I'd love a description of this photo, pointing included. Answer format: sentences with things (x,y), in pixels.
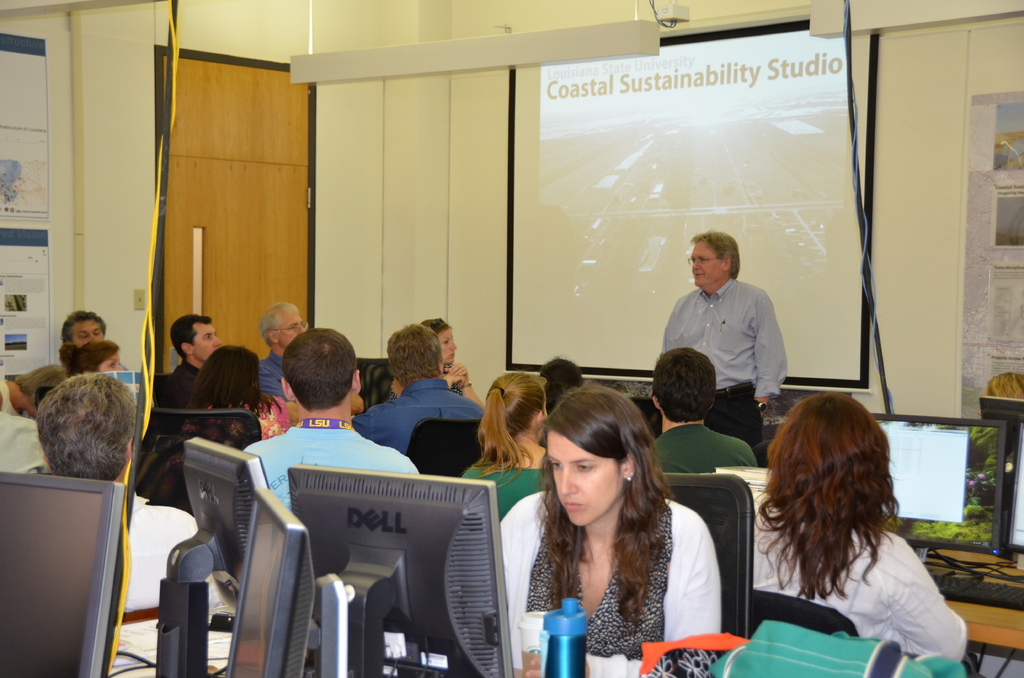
In this image there are people (392,465) sitting on the chairs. In front of them there are tables (1022,572). On top of it there are computers (978,474). On the left side of the image (245,179) there is a closed door (243,220). In the background of the image (671,166) there is a screen (680,180). In front of the screen (719,199) there is a person (741,370). There are posters (975,275) attached to the wall (108,163).
